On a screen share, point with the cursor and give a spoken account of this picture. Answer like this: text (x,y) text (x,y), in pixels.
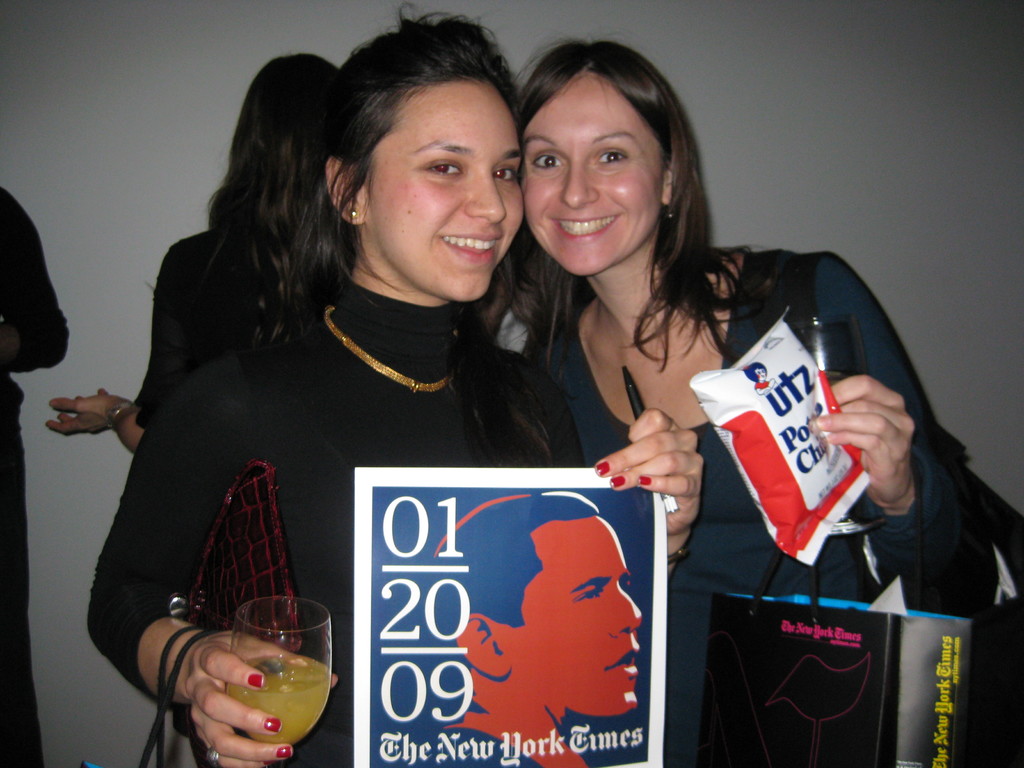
In this picture two persons (710,325) are standing in the middle (483,411). she hold a juice glass (298,683) in her hand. And she hold a bag (961,683) with her hand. And there is a poster (379,612) and there is a man (610,617) on this poster (573,601). Here these two persons (602,240) are smiling. On the background (279,262) two persons (182,251) are standing. And this is the wall (157,77).
